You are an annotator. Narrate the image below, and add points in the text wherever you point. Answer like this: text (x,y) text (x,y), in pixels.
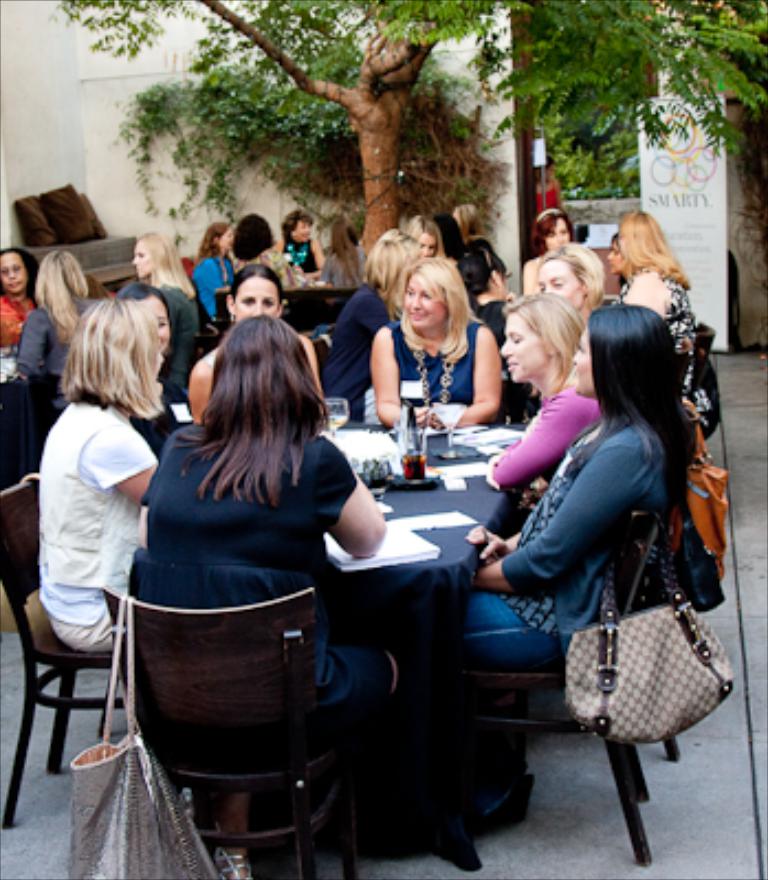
Here, we see many people (499,479) sitting on chair (641,529) around the table (435,643). On table (394,595), we see book (418,546), glass bottle (400,443), paper (442,513), glass (406,456) and plate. Behind them, we see many chairs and tables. Behind that, we see tree (227,21) and a white wall (97,103). On the right corner of the picture (661,163), we see a board (692,196) which is white in color with some text (685,198) written on it.
